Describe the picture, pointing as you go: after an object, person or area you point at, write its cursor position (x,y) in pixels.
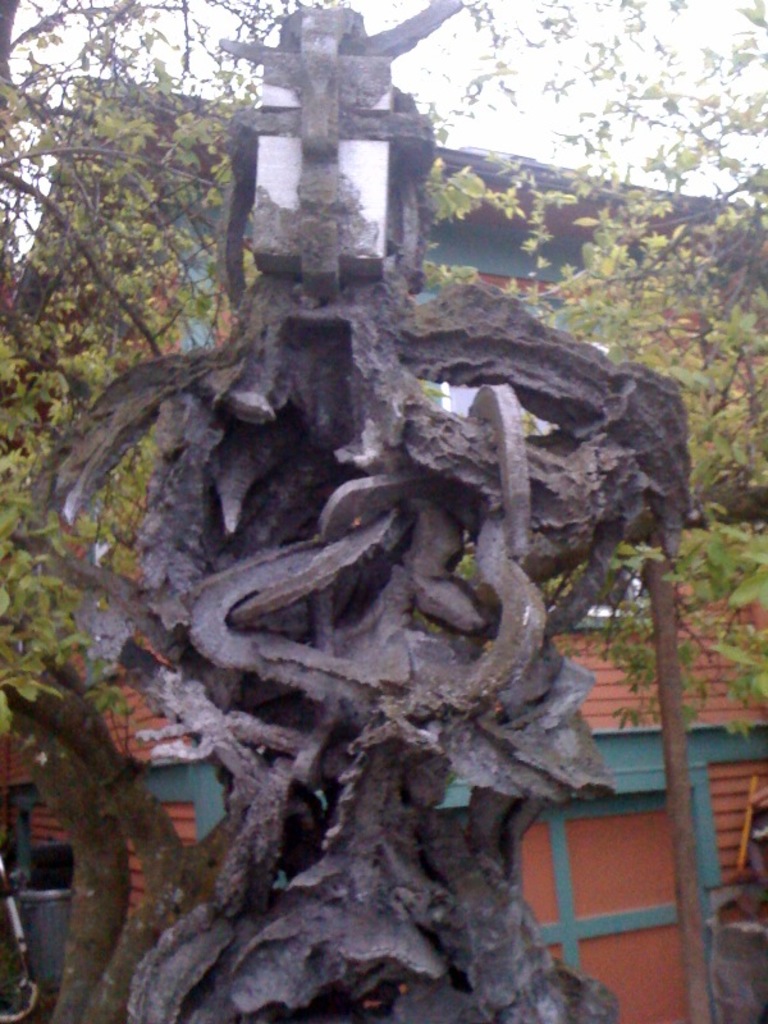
In the image we can see a sculpture (325,430), behind the sculpture (509,805) there is a house (628,830). The house (628,878) is in red color and the roof top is also in red color. On the top (548,125) we can see sky (554,122).
